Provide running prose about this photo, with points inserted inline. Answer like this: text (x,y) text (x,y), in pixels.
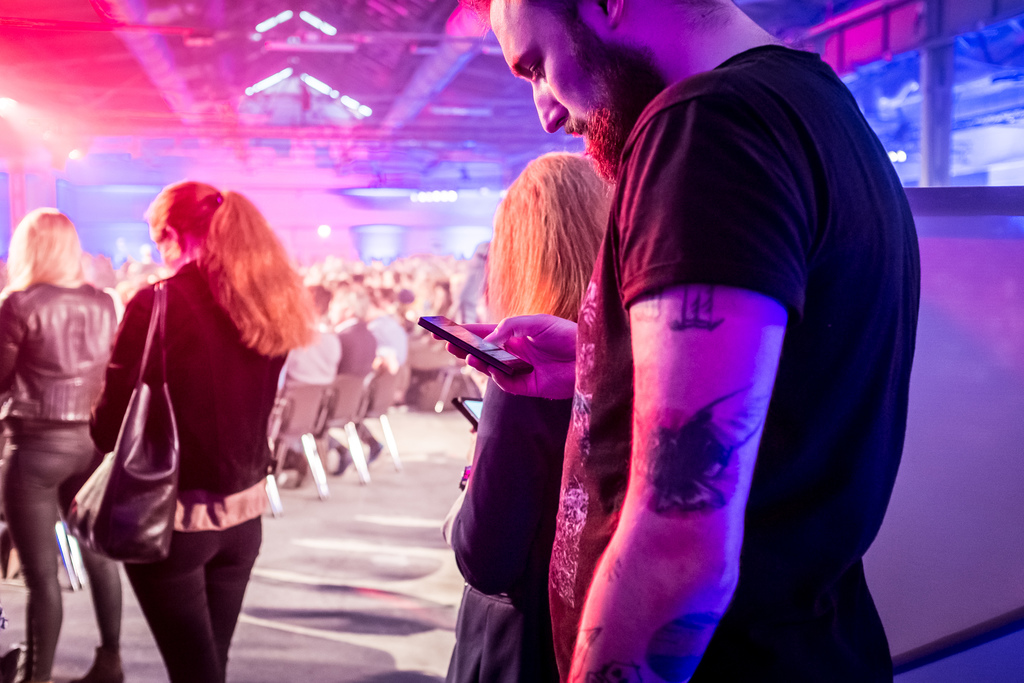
In this picture I can see there is a man (559,39) standing and holding a smart phone (478,336) and there are few women (63,339) walking and they are wearing hand bag (168,448) and few people (362,301) sitting in the chairs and there are lights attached to ceiling (283,128).
